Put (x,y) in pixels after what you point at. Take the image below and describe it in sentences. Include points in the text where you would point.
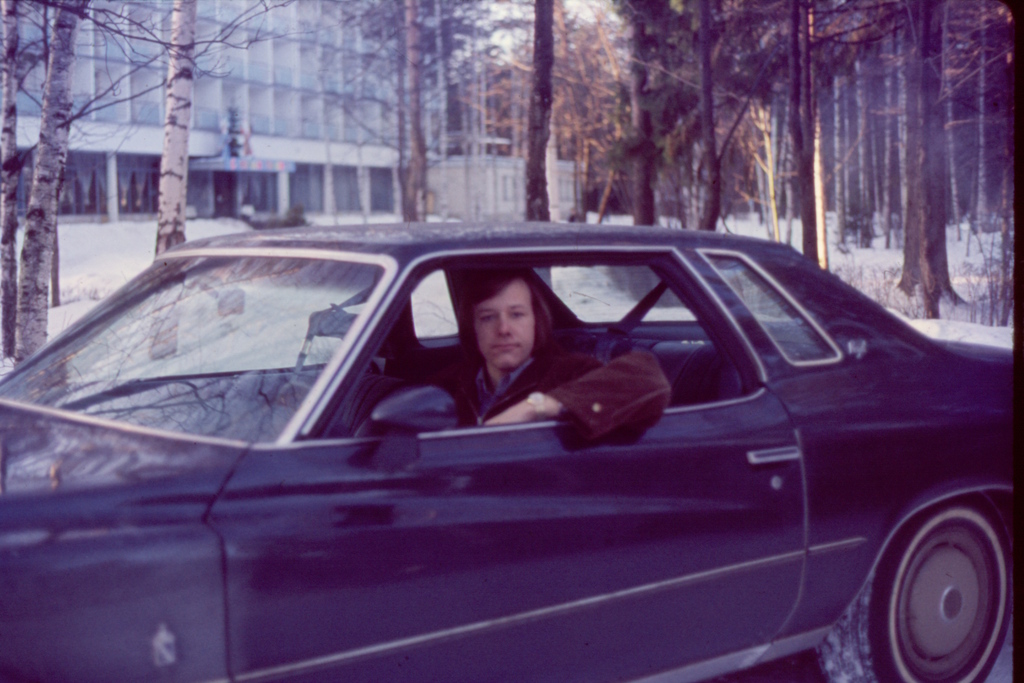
In this image I can see a person (484,396) sitting in a car (416,330). There are buildings (347,94), trees (437,90) and there is snow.
